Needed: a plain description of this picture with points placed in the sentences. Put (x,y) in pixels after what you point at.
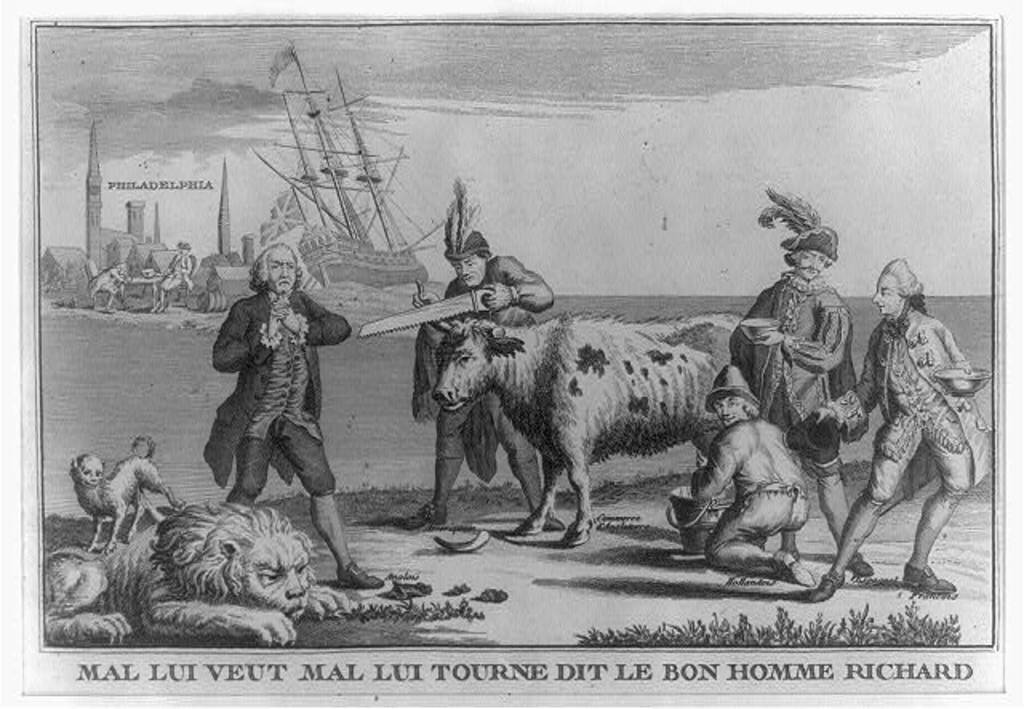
This is a black and white image. This image consists of a painting (184,365) of some people (308,337) and animals (194,583) on the ground (507,577). In the background (162,403) there is a ship (344,228), houses (129,261) and river (129,399). At the bottom of this image (313,677) I can see some text (84,670).
